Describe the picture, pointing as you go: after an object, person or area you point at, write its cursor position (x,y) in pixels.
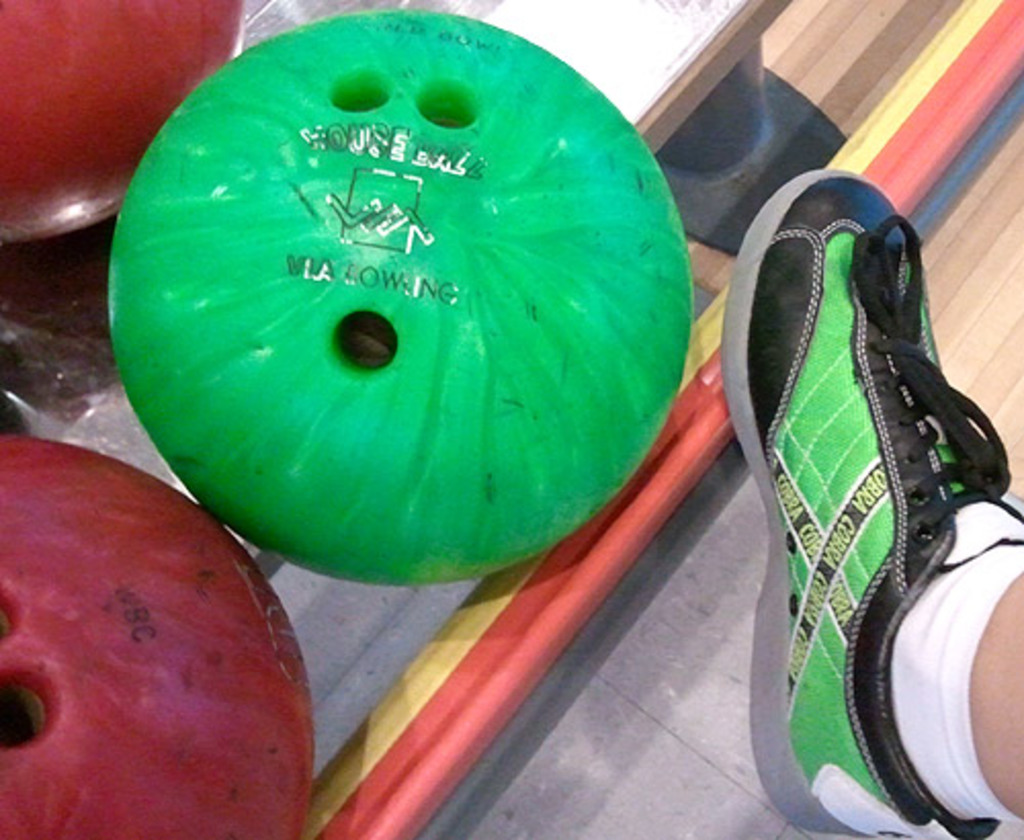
The picture consists of bowling balls (348,241). On the right (1000,797) there is a person's leg (967,797). At the bottom (658,718) it is floor (650,595).
